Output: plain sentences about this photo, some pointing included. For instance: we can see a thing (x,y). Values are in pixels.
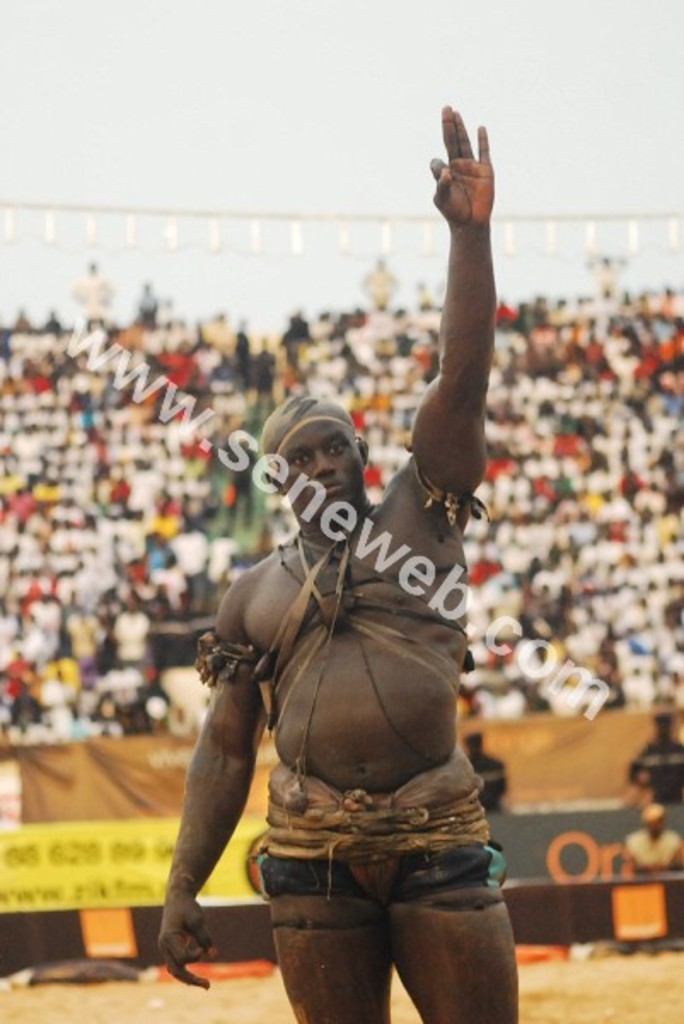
A person (428,494) is standing raising his hand (459,157). There is a watermark (96,343). There are other people (606,598) at the back (606,590) and the background (620,566) is blurred.
